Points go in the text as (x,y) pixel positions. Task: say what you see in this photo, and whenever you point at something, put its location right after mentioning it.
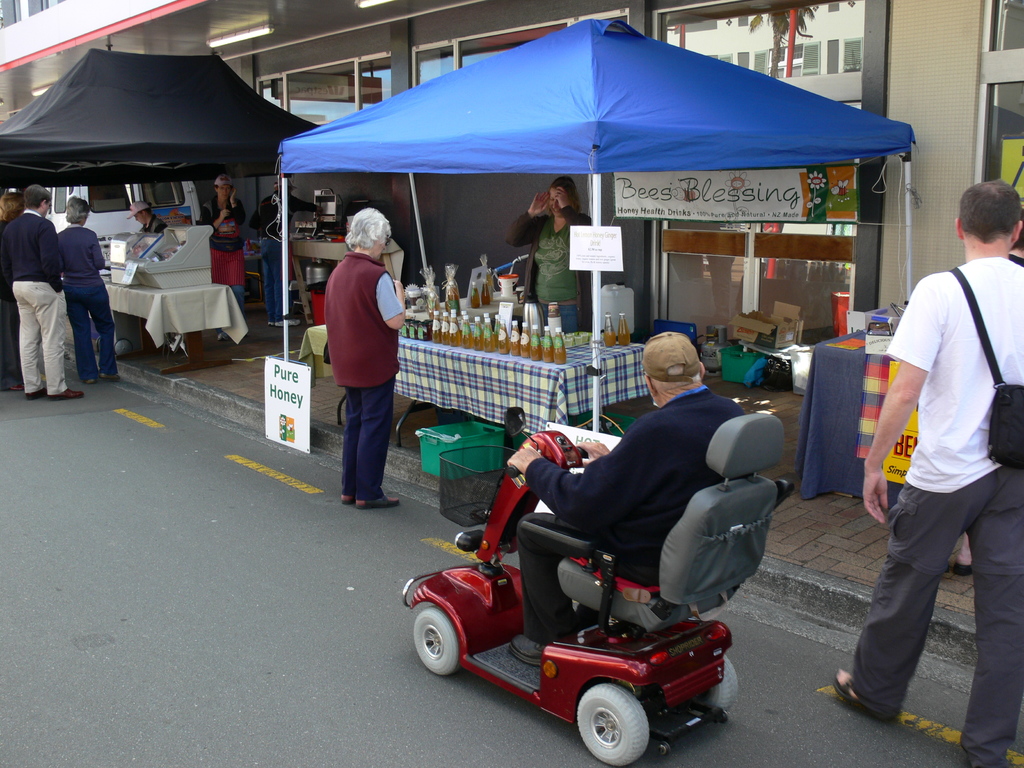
In the picture we can see a road (323,680) and beside it, we can see a path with some stalls (156,76) and some people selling some items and some are watching them and on the road (281,662) we can see a man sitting on the small cart (724,495) which is red in color, and he is wearing a cap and behind the stalls (164,65) we can see a building (285,28) with glass windows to it.
